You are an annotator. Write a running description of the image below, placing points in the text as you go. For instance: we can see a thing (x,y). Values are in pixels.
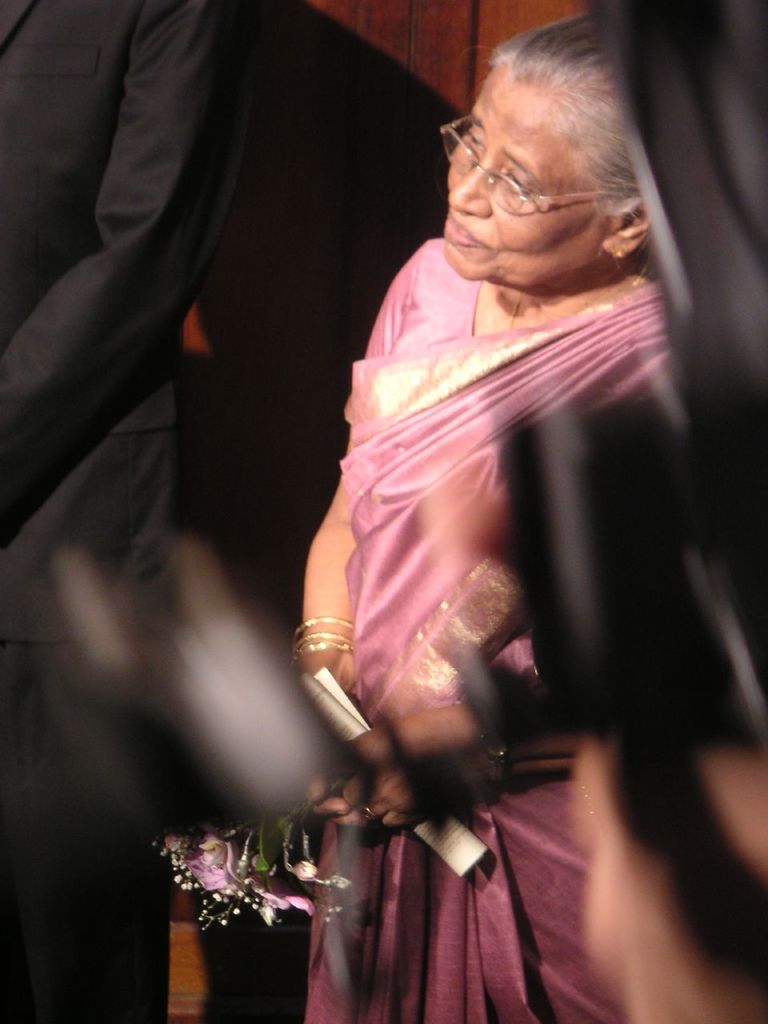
In the picture there is a woman (565,237), she is holding some paper (433,841) in her hand (400,742) and it looks like there is a person (71,202) standing beside her and in the background (303,355) there is a wooden surface (296,345).
